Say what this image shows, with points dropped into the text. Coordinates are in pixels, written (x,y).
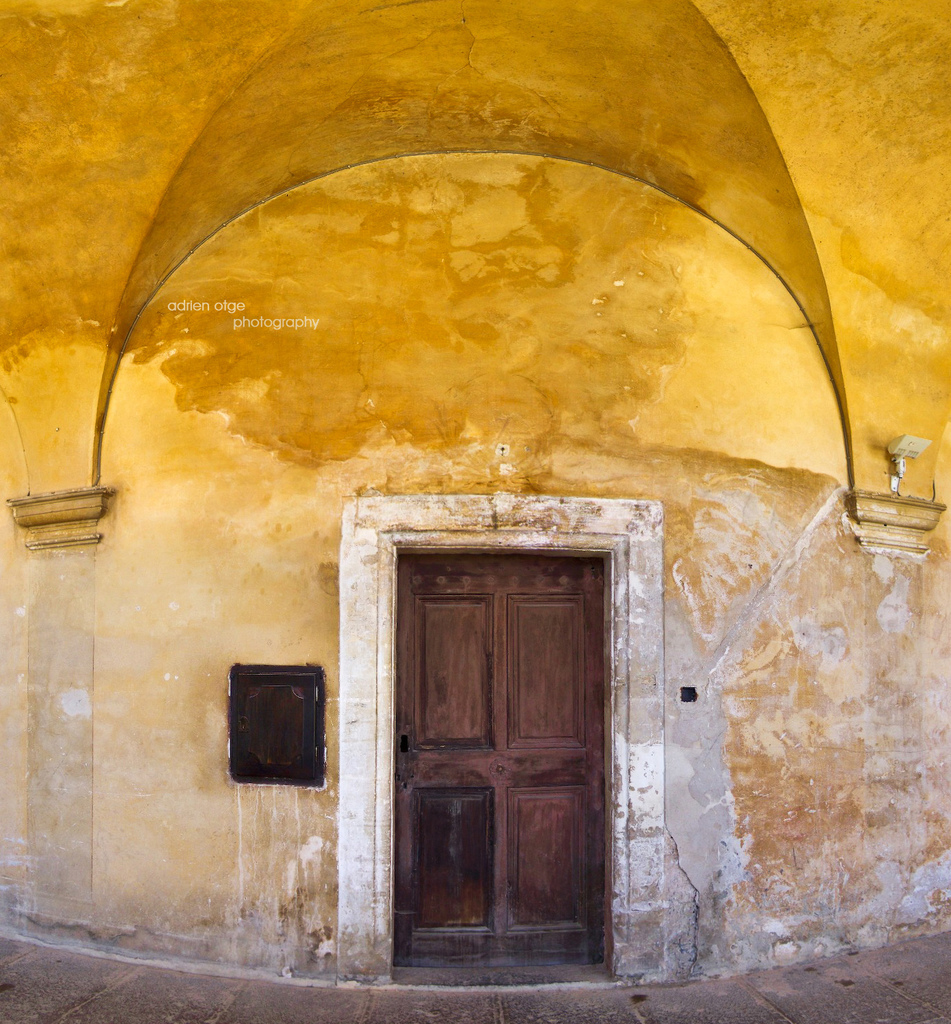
In this picture we can see a building (846,531). On this building (398,868), we can see a black and white object (234,753). We can see some text (297,323) on the building (192,319).
